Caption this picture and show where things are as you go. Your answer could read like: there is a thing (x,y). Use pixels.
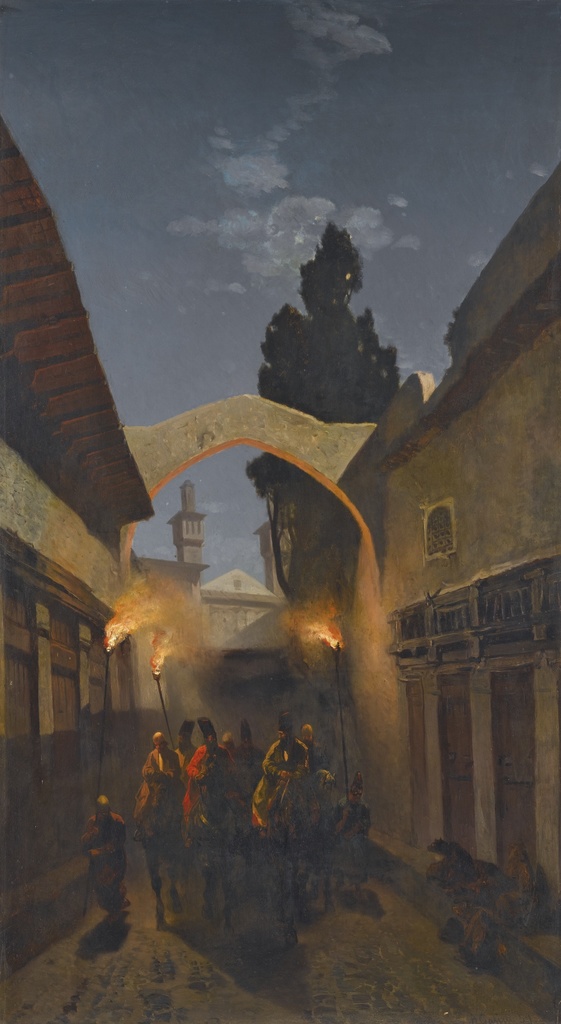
This image is a painting. In this image we can see people (243,760) sitting on horses (247,814) and holding sticks (336,652) with fire (325,639). To the both sides of the image there are houses (40,438). In the background of the image (358,404) there is a tree (290,377). At the top of the image (262,147) is sky (307,106) and clouds (382,211). At the bottom of the image (279,989) there is road (260,988).
